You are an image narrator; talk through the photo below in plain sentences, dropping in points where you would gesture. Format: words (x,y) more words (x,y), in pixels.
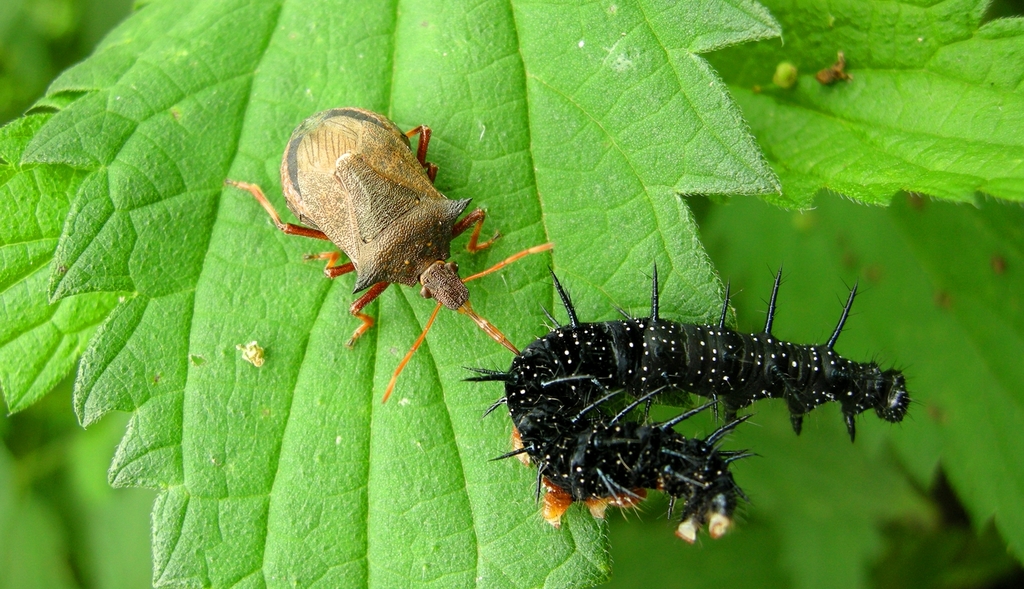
In this image, we can see insects (427,246) on the leaf (307,347). In the background (68,33), image is blurred.
